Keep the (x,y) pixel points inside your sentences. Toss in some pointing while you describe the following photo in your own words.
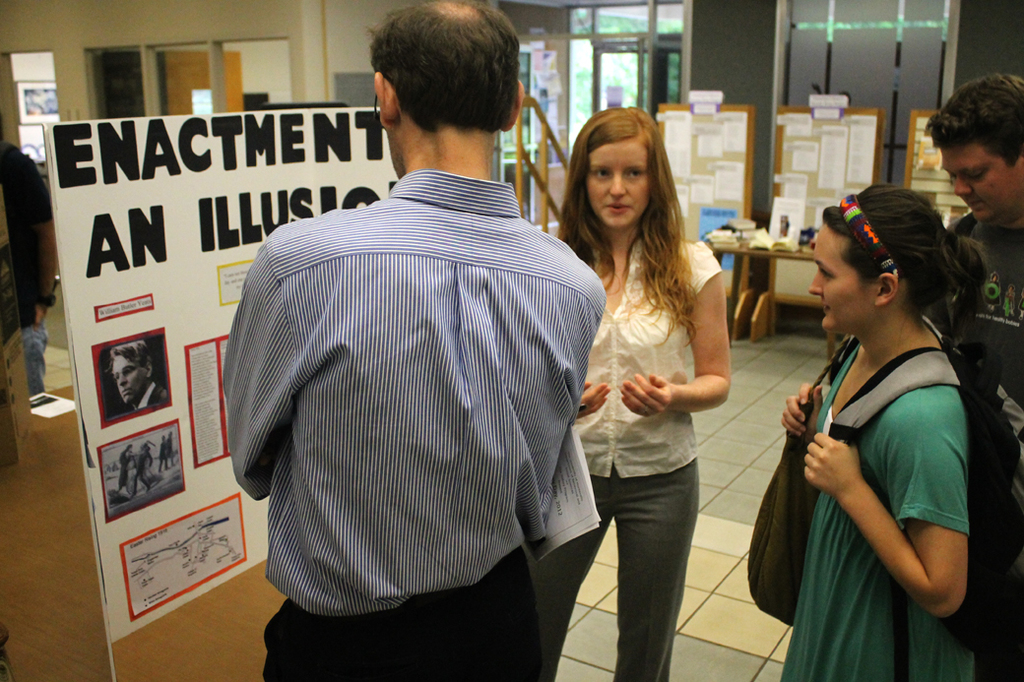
In this picture we can see a few people (486,379) standing. We can see the text (221,218) and a few things (171,486) on the boards (698,202). There are some objects (793,221) on the wooden tables (22,496). We can see glass objects (805,91) and other objects (542,53) in the background (642,67).
